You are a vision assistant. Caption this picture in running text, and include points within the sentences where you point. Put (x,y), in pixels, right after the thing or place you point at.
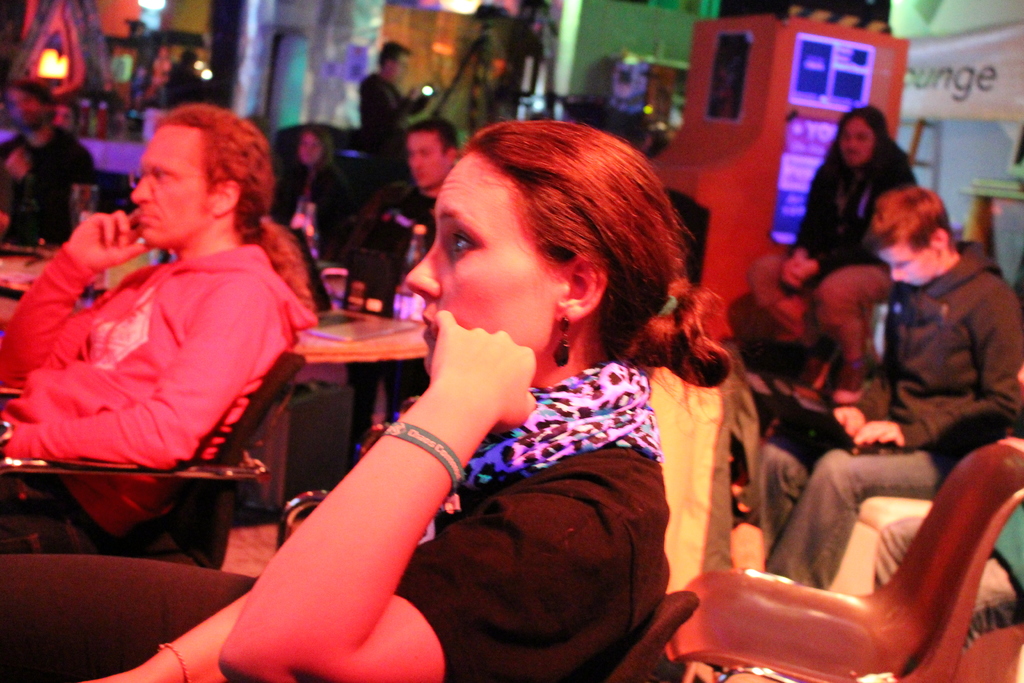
Here I can see few people (441,581) sitting on the chairs (927,525) facing towards the left side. On the right side (967,144) there is a wall (959,157) to which a banner (958,90) is attached. In the background (630,66) there are many objects (123,69) and lights (56,68) and also I can see a wall (596,21). On the left side (137,267) there is a table (342,340) on which some objects (327,313) are placed.
